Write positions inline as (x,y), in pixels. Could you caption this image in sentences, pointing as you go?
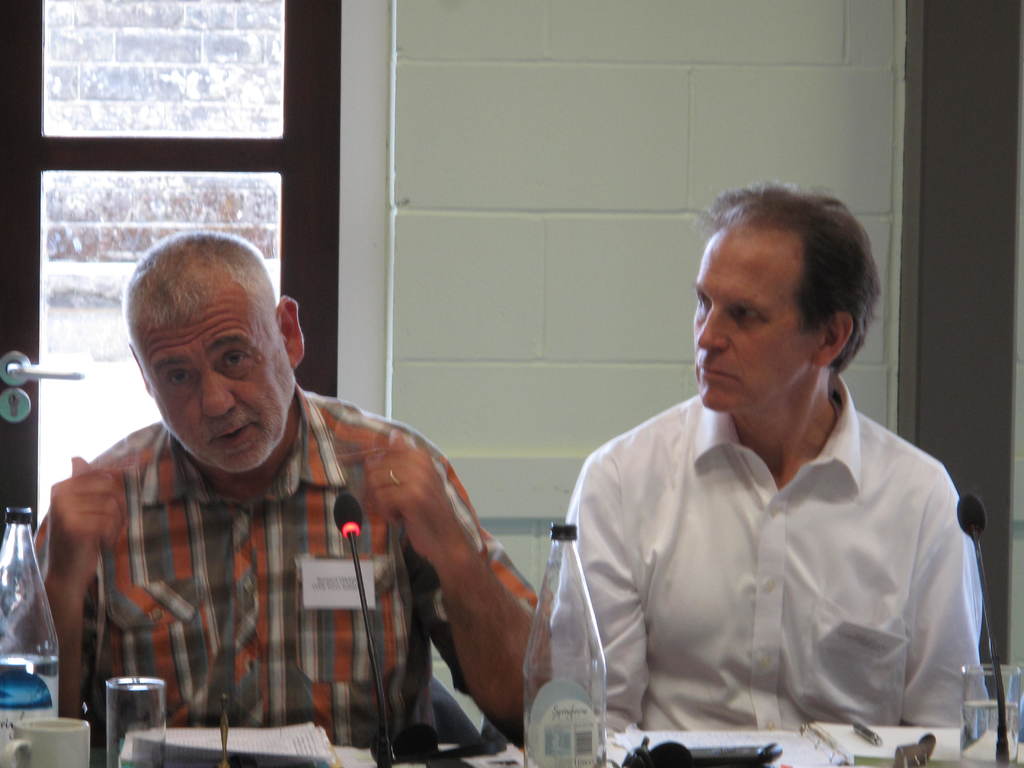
In this picture we can see two men (701,577) are sitting in front of a table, there are bottles (536,741), glasses (970,744), a cup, two microphones (1002,683) and some papers (941,743) present on the table (658,767), on the left side (133,203) there is a door (126,192), on the right side (706,71) we can see a wall (637,150).
